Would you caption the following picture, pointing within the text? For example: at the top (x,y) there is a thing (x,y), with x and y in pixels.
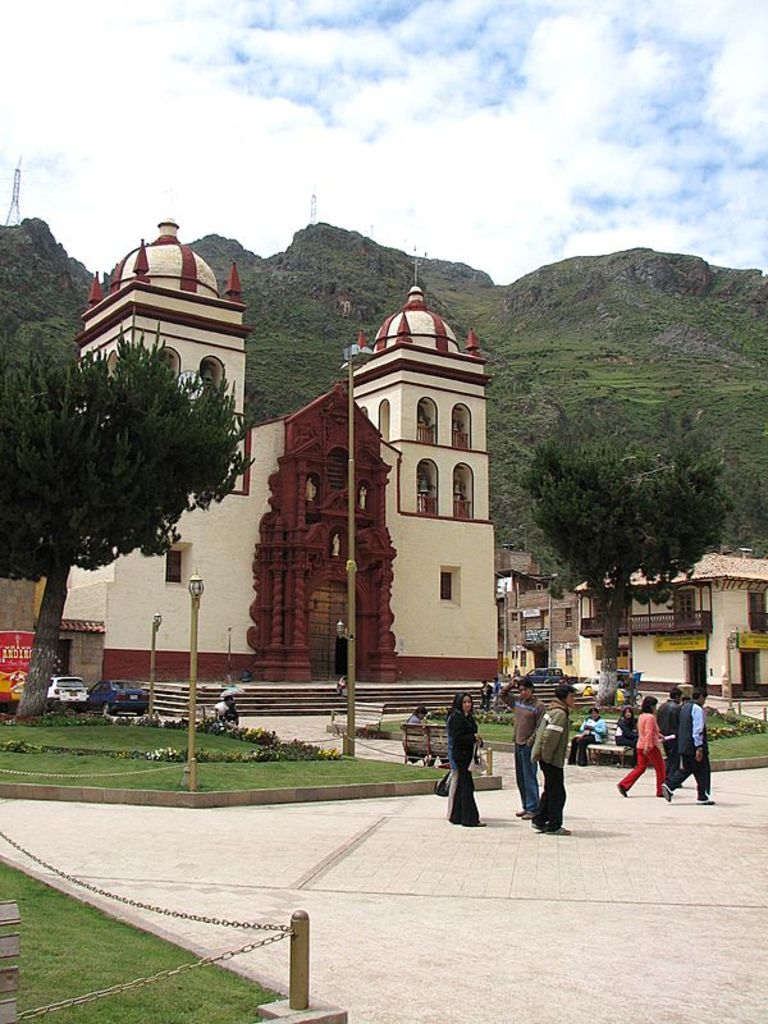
In the foreground (253,945) I can see fence (211,922), grass (25,1005), light poles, plants (171,726), group of people (678,761) are walking on the road (663,855) and few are sitting on the benches (607,749). In the background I can see a crowd (234,713), vehicles (9,657) on the road (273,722), buildings (332,632), trees (676,469), mountains (301,355), towers (392,319) and the sky (474,248). This image is taken may be during a day.
